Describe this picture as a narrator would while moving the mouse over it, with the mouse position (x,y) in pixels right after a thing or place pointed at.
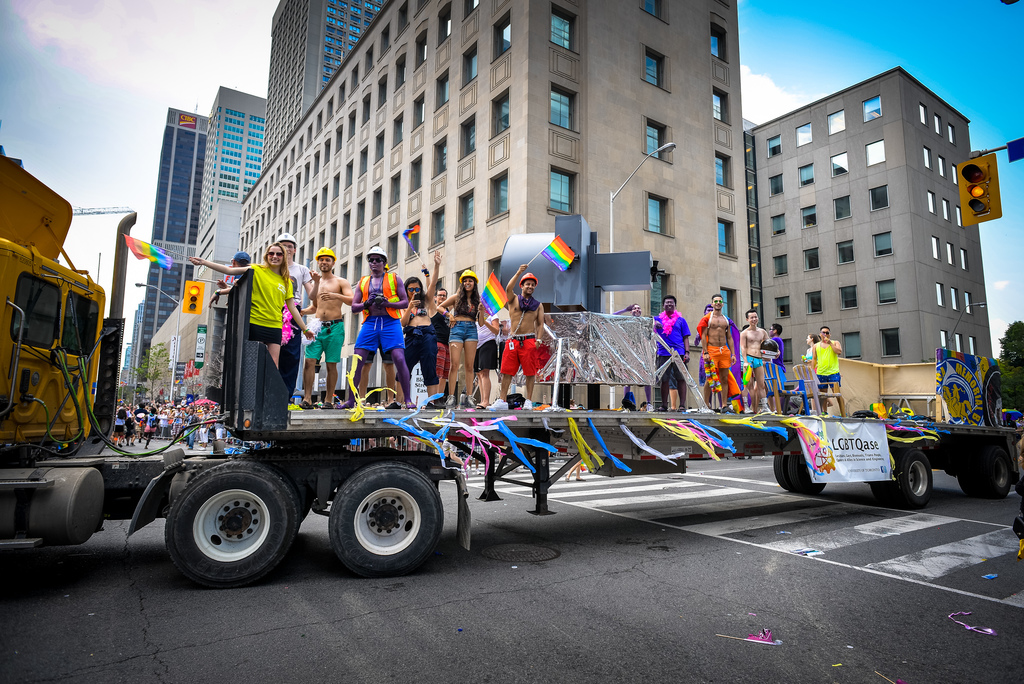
In this image we can see a group of persons (821,366) standing on a vehicle (545,421) and among them there are few persons (512,354) holding flags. Behind the persons (272,352) there are few buildings (349,225), persons (173,403) and trees (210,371). On the right side (961,187), we can see the traffic lights (992,160) and the trees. At the top (15,18) we can see the sky (785,39).
